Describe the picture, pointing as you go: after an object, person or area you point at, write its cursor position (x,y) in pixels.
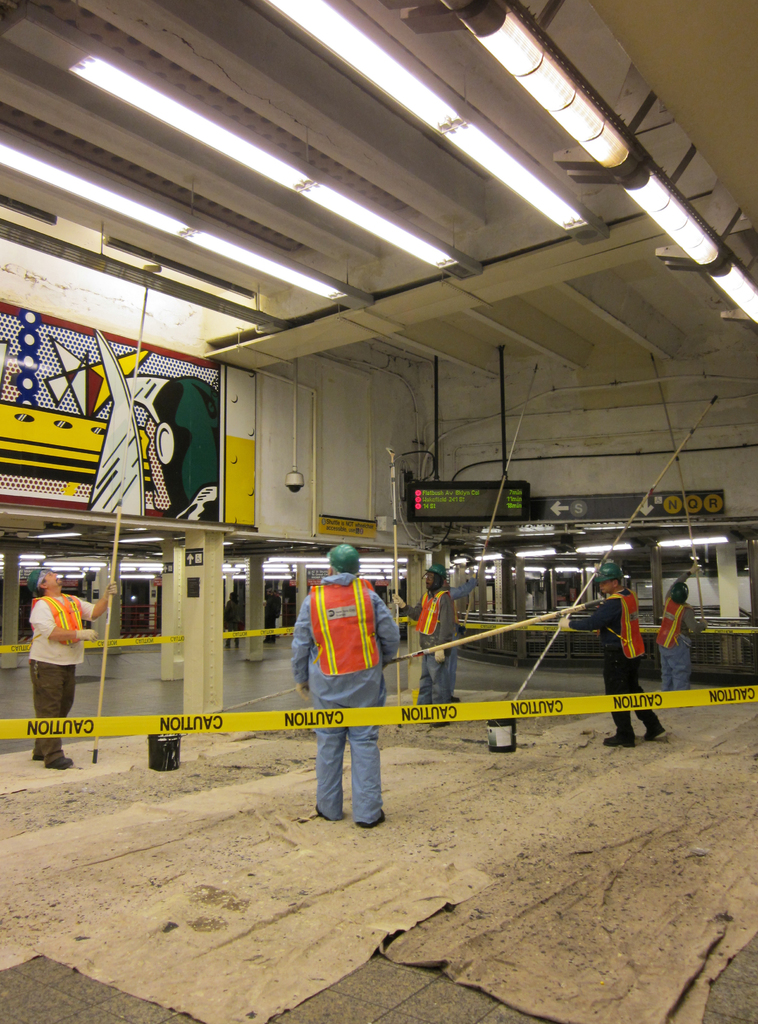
There is a yellow color ribbon (693,690). Below this, there are clothes (415,855) on the floor (417,980) on which, there are persons (381,626) who are holding sticks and working. Above them, there are lights (513,33) attached to the roof (495,331). There is a painting (238,403) on the wall (310,510), a screen (444,492), a hoarding (626,500) and lights (605,548) attached to the roof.
